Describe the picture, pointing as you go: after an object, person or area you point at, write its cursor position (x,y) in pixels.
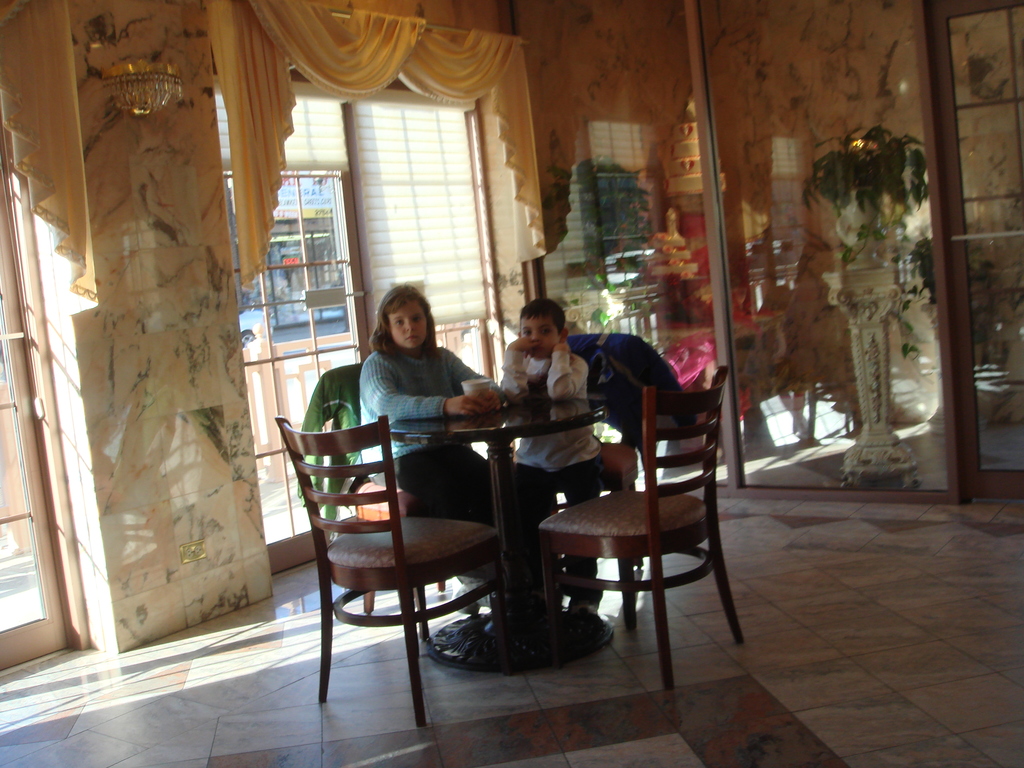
Here is a girl (418,382) and boy (555,388) sitting on the chairs (616,454). This is a table (482,435) with a small cup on it. These are the empty chairs (599,547). This is a lamp (121,75) attached to the wall (128,190). These are the windows (309,237) with a curtain (345,41) hanging to the hanger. I can see a house plant (856,200) which is green in color. This looks like a glass door (775,102). I think there is a cloth (634,342) on the chair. This is the floor (853,653).
